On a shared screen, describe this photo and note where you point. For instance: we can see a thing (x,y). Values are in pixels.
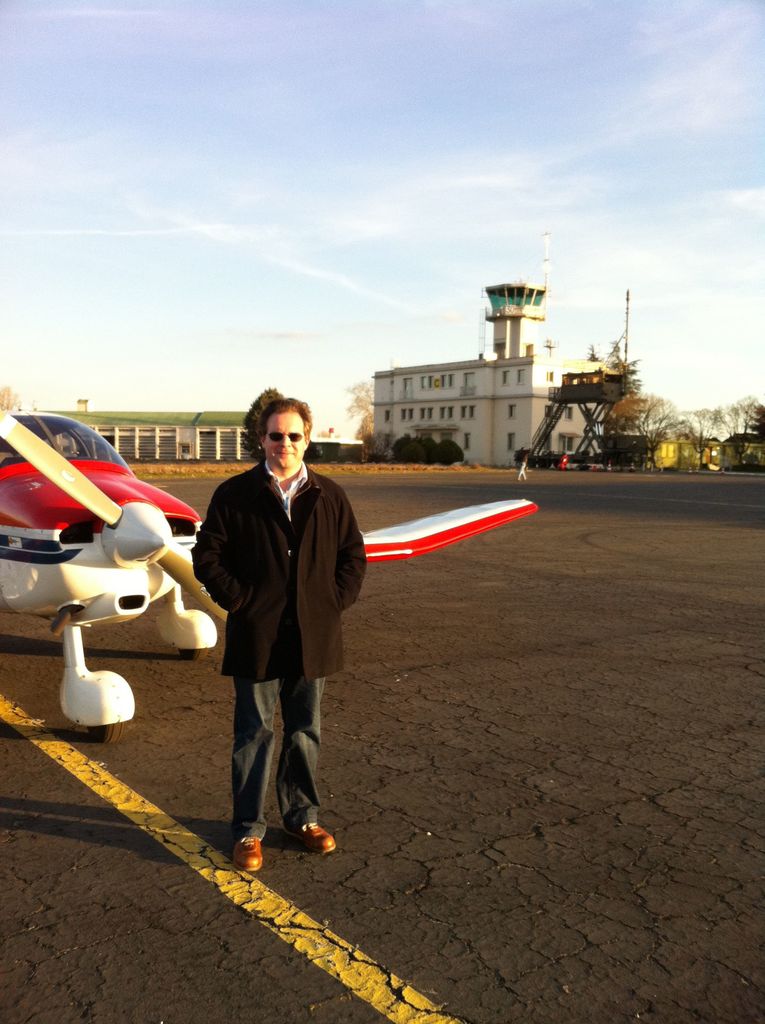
In the image there is a man (307,558) in black coat (302,621) standing on road (429,855) and behind him there is an airplane (149,559), over the background (586,420) there are buildings (456,433) with trees (652,412) in front of it and above its sky (309,173) with clouds (728,220).
